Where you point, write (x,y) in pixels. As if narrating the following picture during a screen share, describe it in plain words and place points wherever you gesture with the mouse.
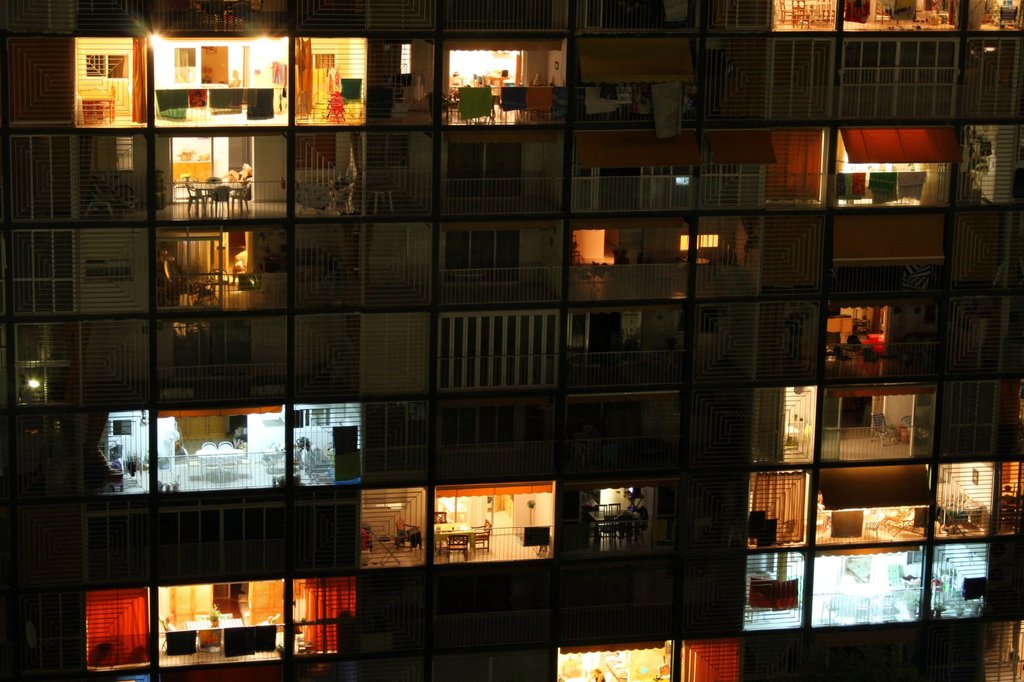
In this image, we can see a building (385,602). We can see balconies (197,560), clothes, lights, chairs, walls (360,302), railings (515,640), tables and some objects (905,144).
